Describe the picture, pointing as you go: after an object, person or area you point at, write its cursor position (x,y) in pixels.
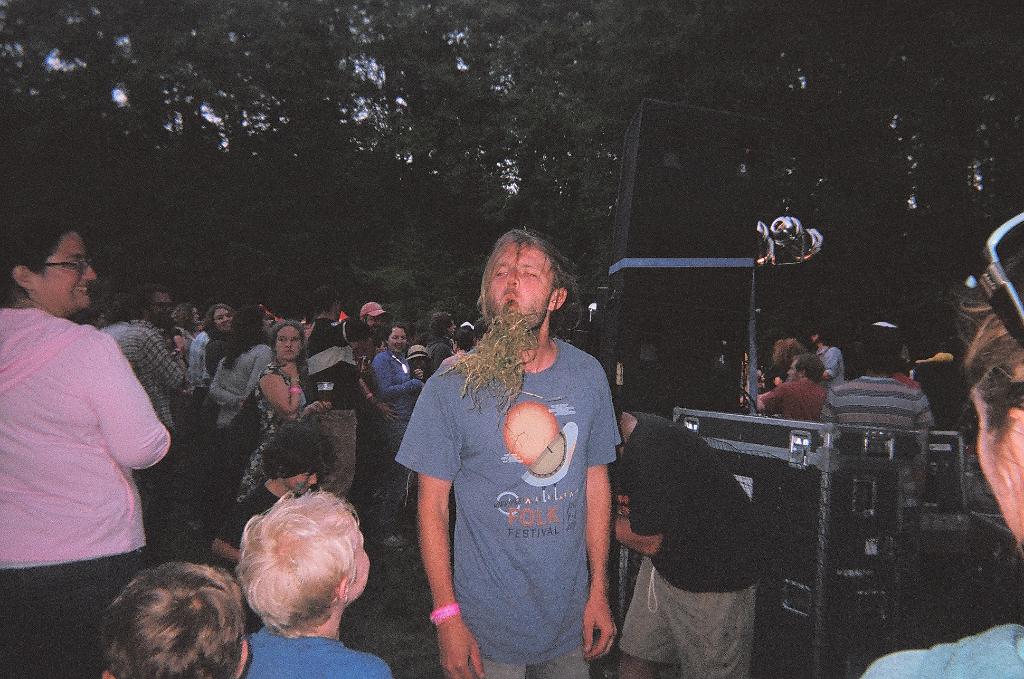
This picture shows few people (302,459) standing and few of them wore caps (377,309) on their heads (884,356) and we see trees (560,78) and sound boxes (635,140).
